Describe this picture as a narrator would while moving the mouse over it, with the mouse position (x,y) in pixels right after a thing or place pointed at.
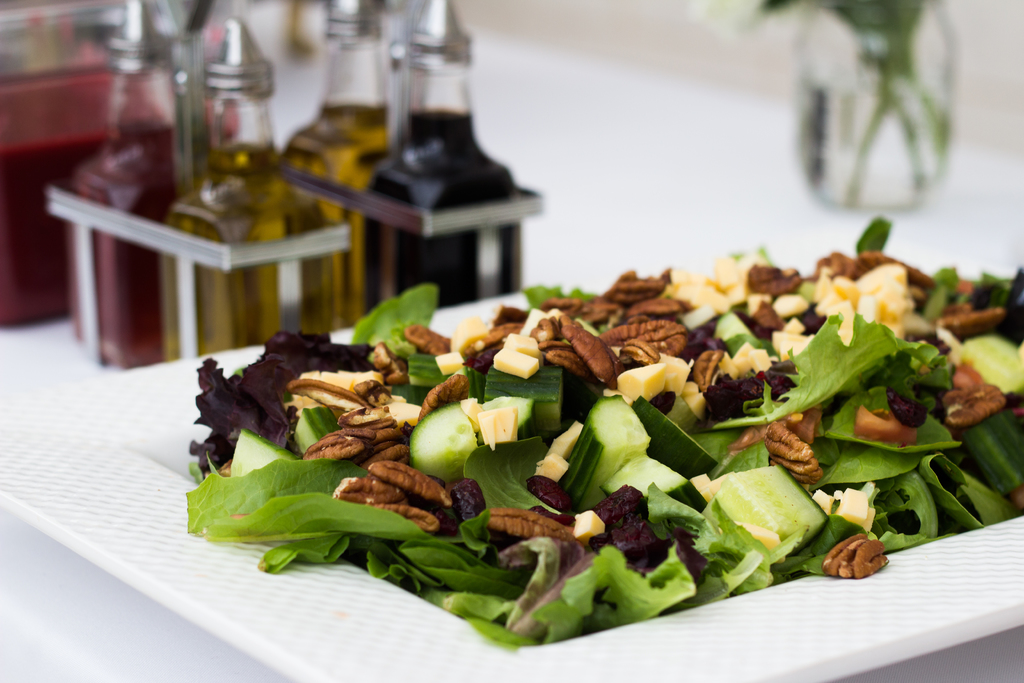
In this picture we can see leaves (541,450), vegetables (598,457), some nuts (448,393) on plate (184,427) and in background (95,105) we can see glass bottle (212,146), wall (715,40) and it is blurry.
